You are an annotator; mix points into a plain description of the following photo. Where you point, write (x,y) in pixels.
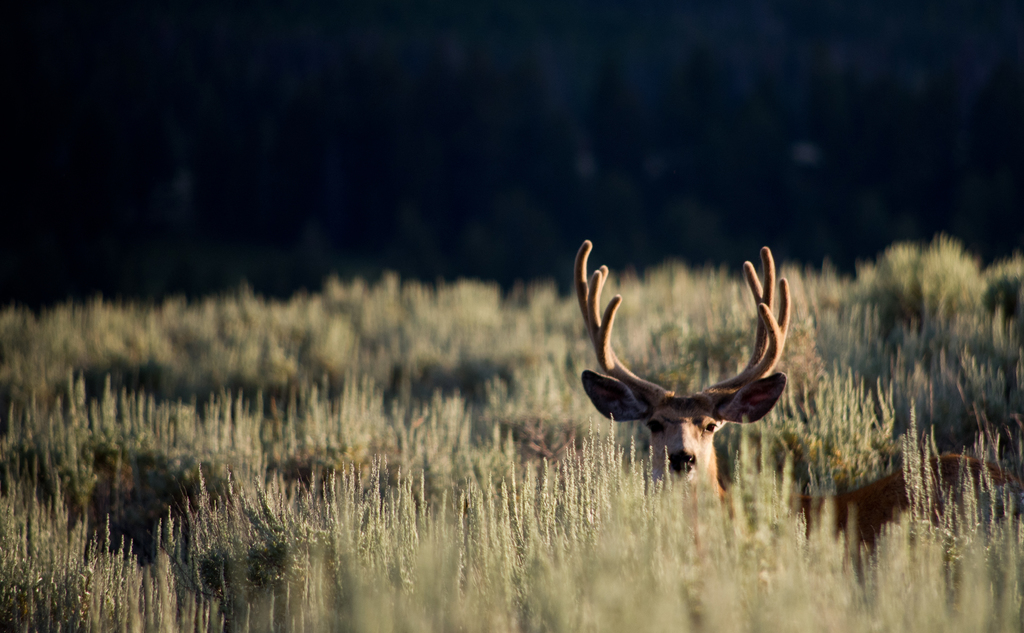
In this image I can see few plants (483,504) and a deer (657,478) which is brown in color on the ground (819,528). In the background (630,155) I can see few trees (479,142).
